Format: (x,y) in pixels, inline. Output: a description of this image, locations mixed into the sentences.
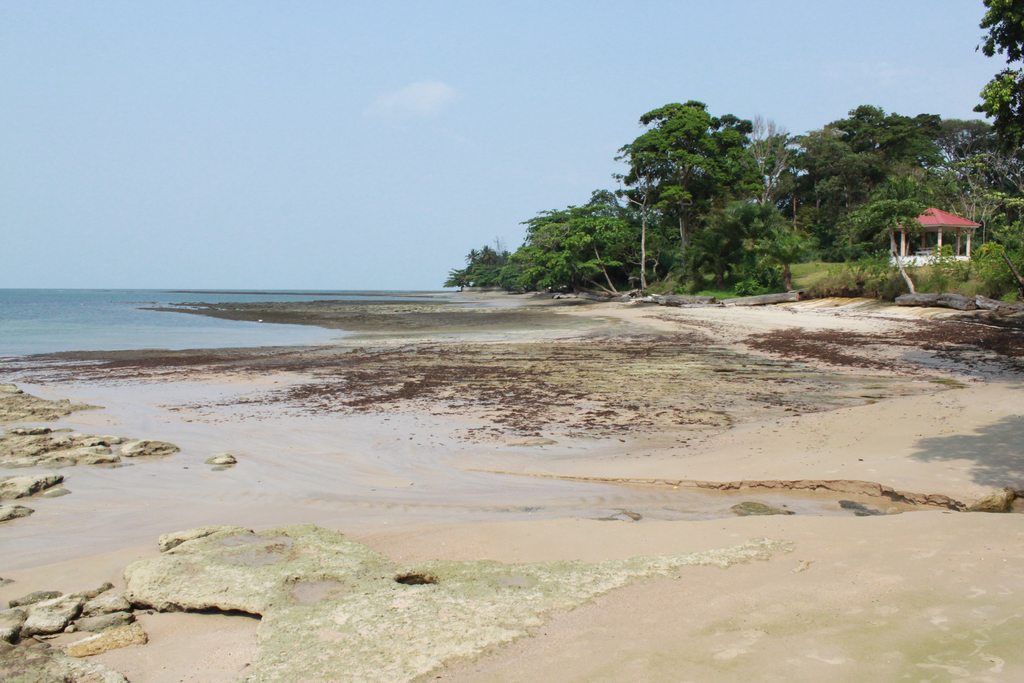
In the foreground of this image (546,493), there is sand (667,659), few stones (103,448) and water (39,345). In the background (926,246), there is a shelter (921,225), trees (766,198), sky (458,177), cloud (424,98) and the water (69,317).
